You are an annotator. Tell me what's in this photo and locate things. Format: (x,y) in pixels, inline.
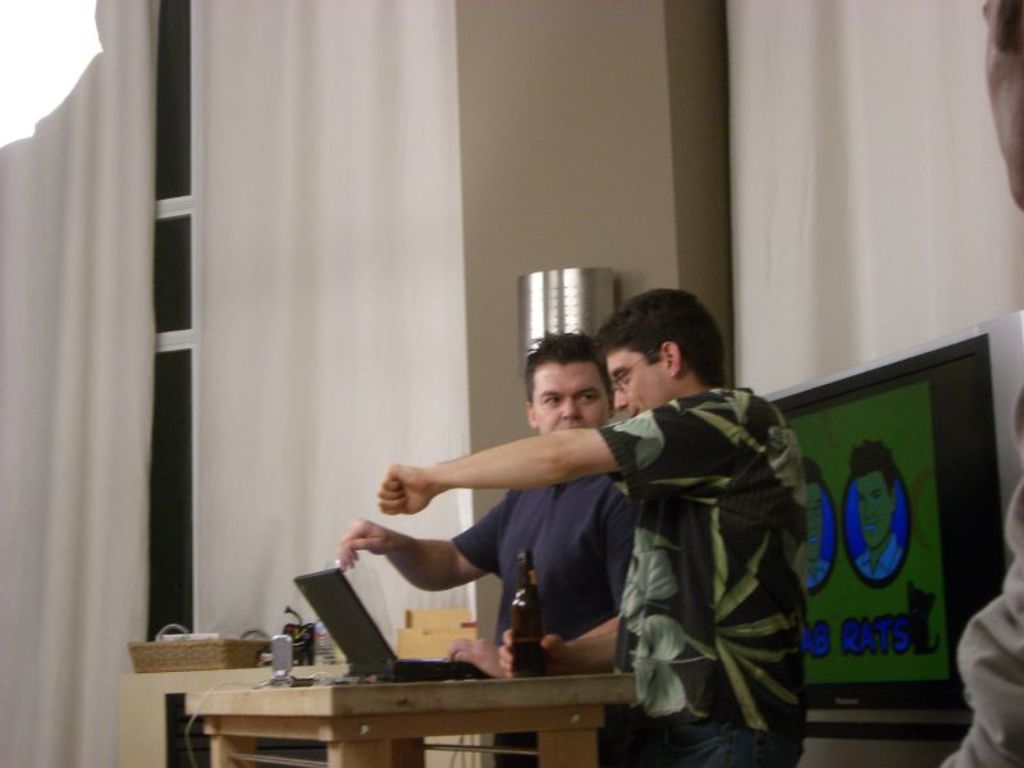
In this image it seems like two men (636,538) are discussing by looking at a laptop (348,610) and by holding a glass bottle (543,651) in one of his hand (509,667), and the laptop (352,625) is on the table (470,683). At the background (417,239) there is a curtain (790,207), wall (570,162), television (893,507).
